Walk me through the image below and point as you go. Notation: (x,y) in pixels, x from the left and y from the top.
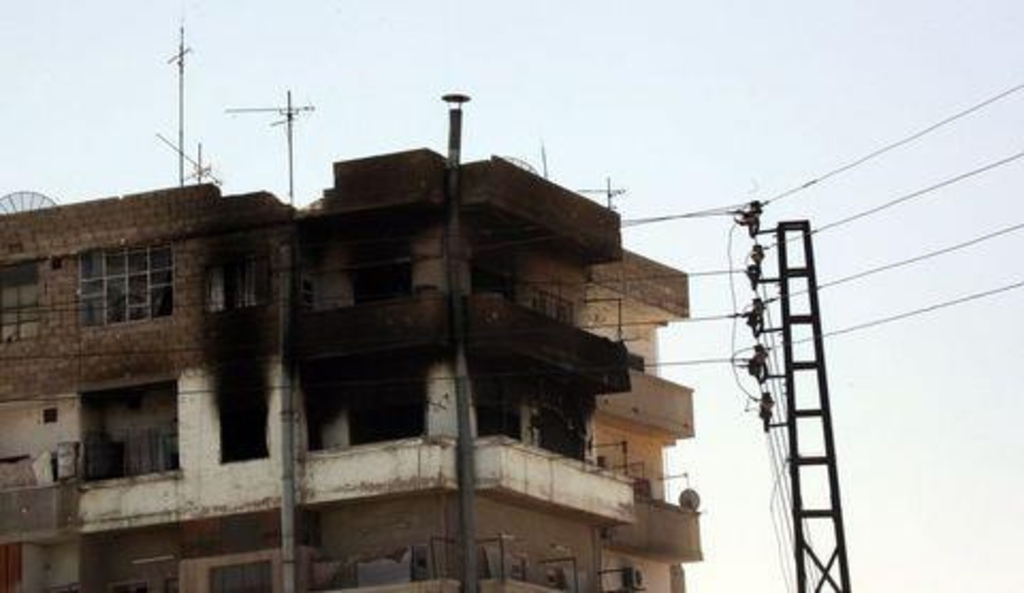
In this image we can see a building (501,463). Image also consists of ladder (808,272) and electrical poles (283,354) with wires (848,220). Sky (859,246) is also visible in this image.
